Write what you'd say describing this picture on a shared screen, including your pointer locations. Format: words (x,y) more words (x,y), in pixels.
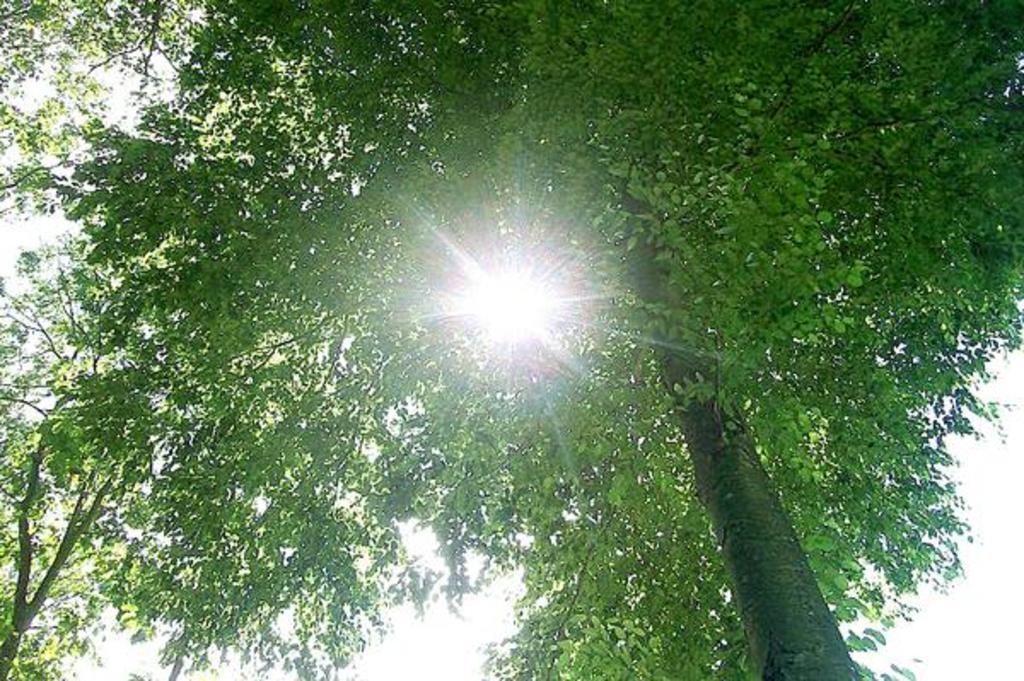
In this image I see the trees (516,173) and I see the sky (1009,543) and I see the sun (490,285) over here.
